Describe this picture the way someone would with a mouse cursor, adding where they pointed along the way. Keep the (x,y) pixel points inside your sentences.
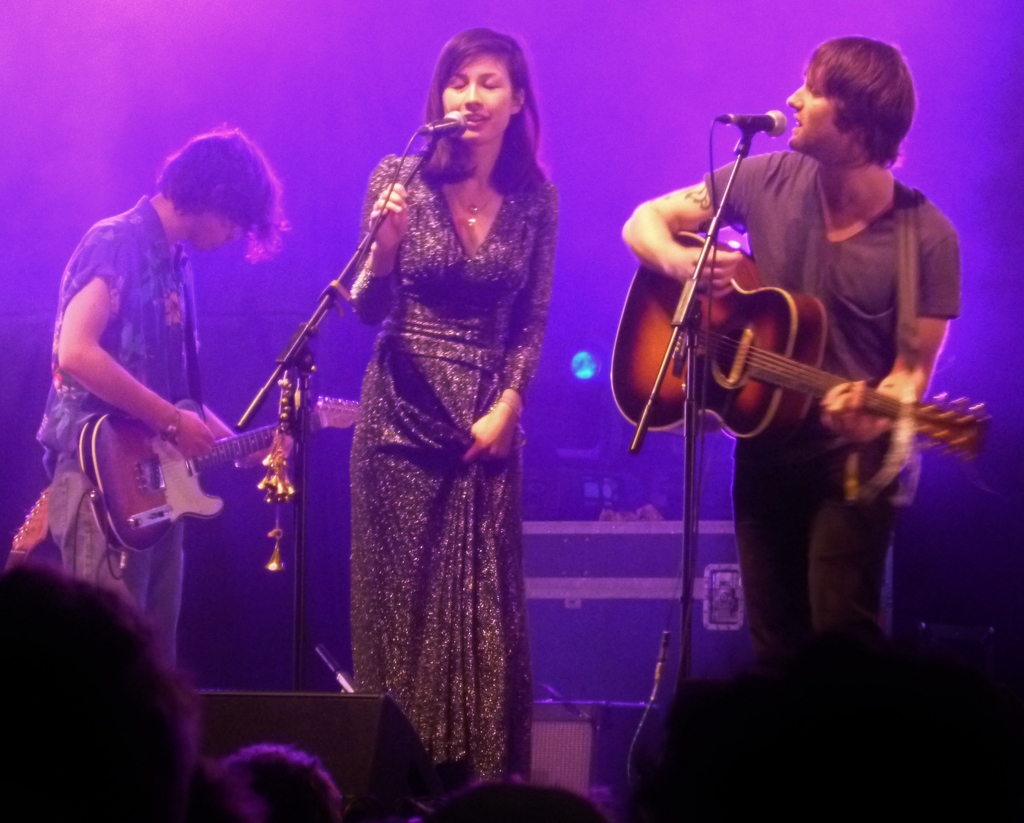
In this image there is a woman (495,731) standing in the middle (348,481) and holding a mike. Person (727,270) at the right side (759,426) is holding and playing a guitar (630,301). Person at the left side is standing.
